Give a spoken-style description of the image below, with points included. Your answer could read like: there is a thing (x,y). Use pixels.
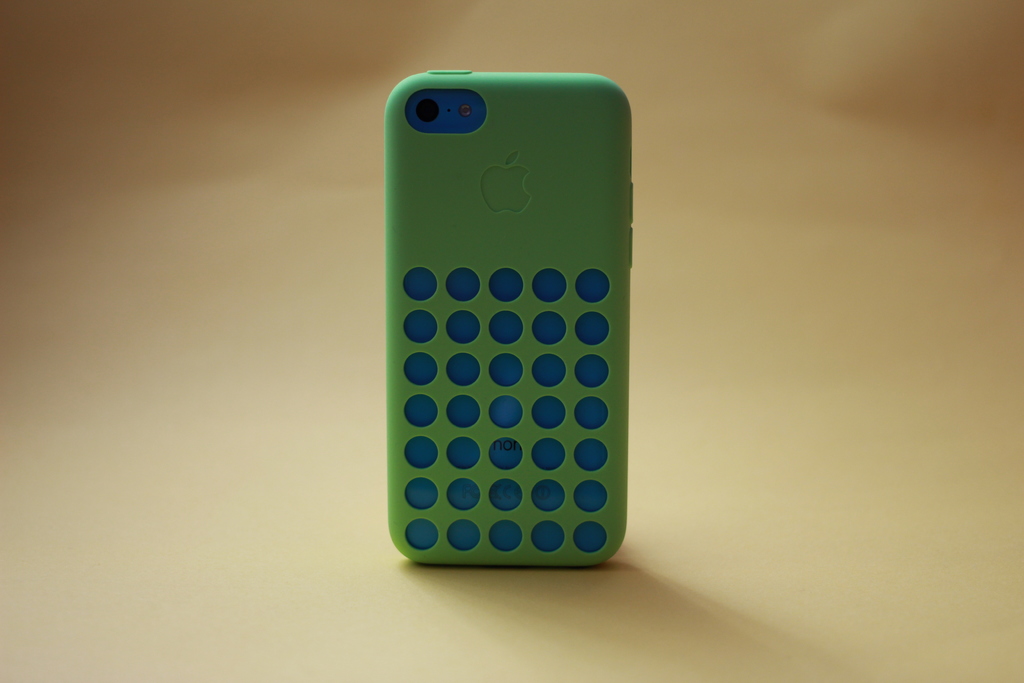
In this image there is an apple mobile (537,214) with a green colour back case (486,206).
